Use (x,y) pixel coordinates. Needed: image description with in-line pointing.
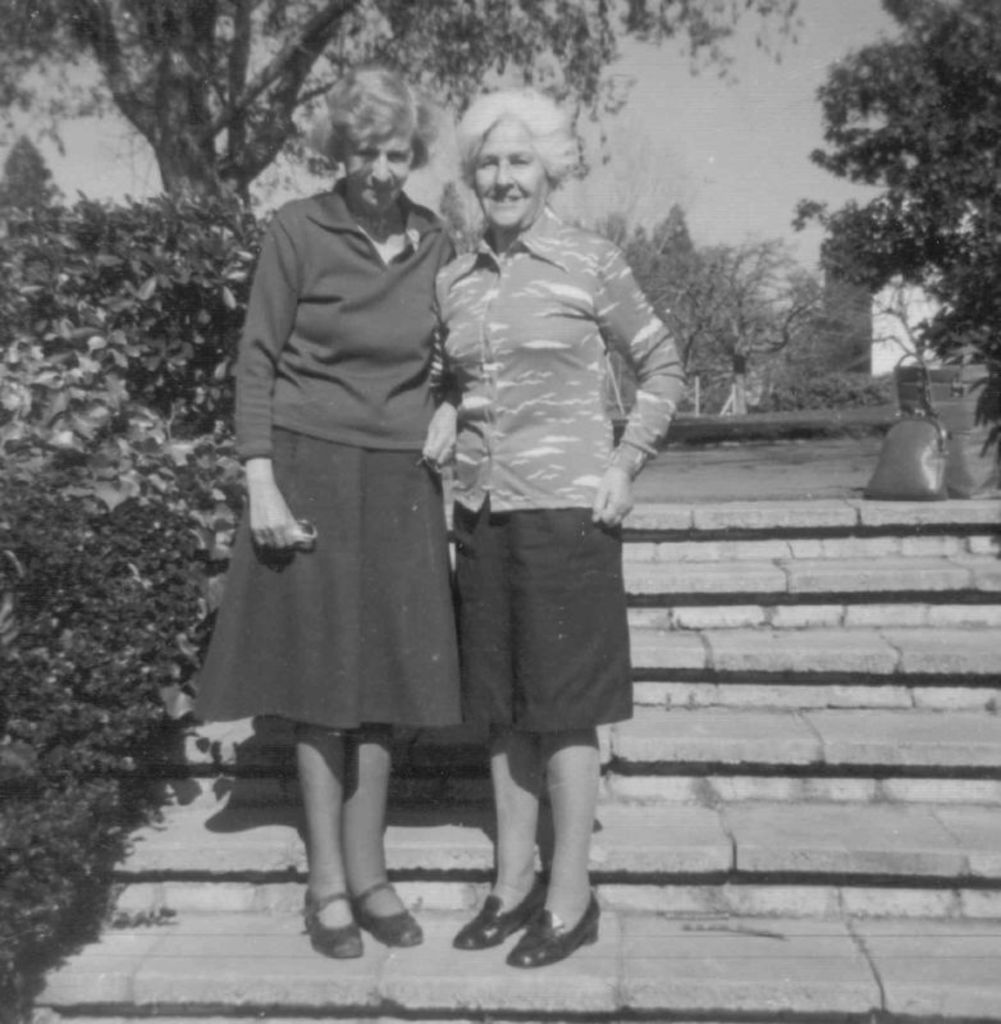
In this picture there are two persons (475,453) standing. On the left side of the image (129,441) there are trees (305,49) and plants (95,530). On the right side of the image (933,232) there is a building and there is a bag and there are trees (943,225). At the top (756,128) there is sky (761,137). At the bottom (784,817) there is a staircase (806,749).
